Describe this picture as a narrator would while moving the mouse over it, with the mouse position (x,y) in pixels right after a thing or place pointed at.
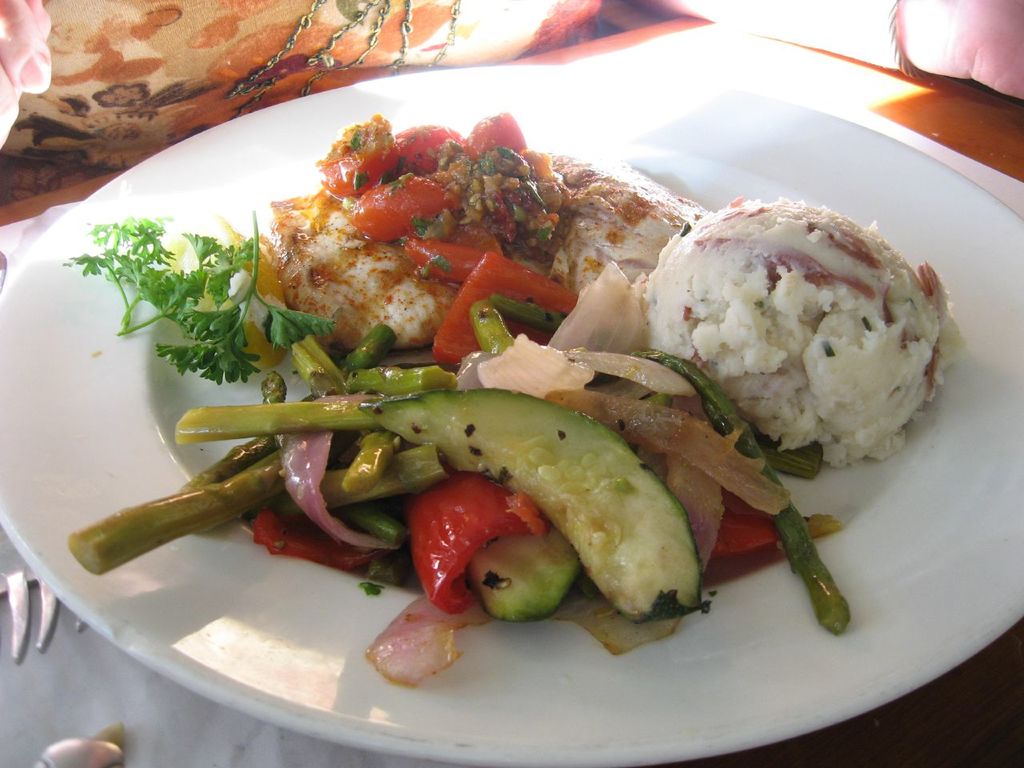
In the center of the image (432,473) there are food items (259,441) in a plate (114,311). At the bottom of the image (757,754) there is table (242,745).
